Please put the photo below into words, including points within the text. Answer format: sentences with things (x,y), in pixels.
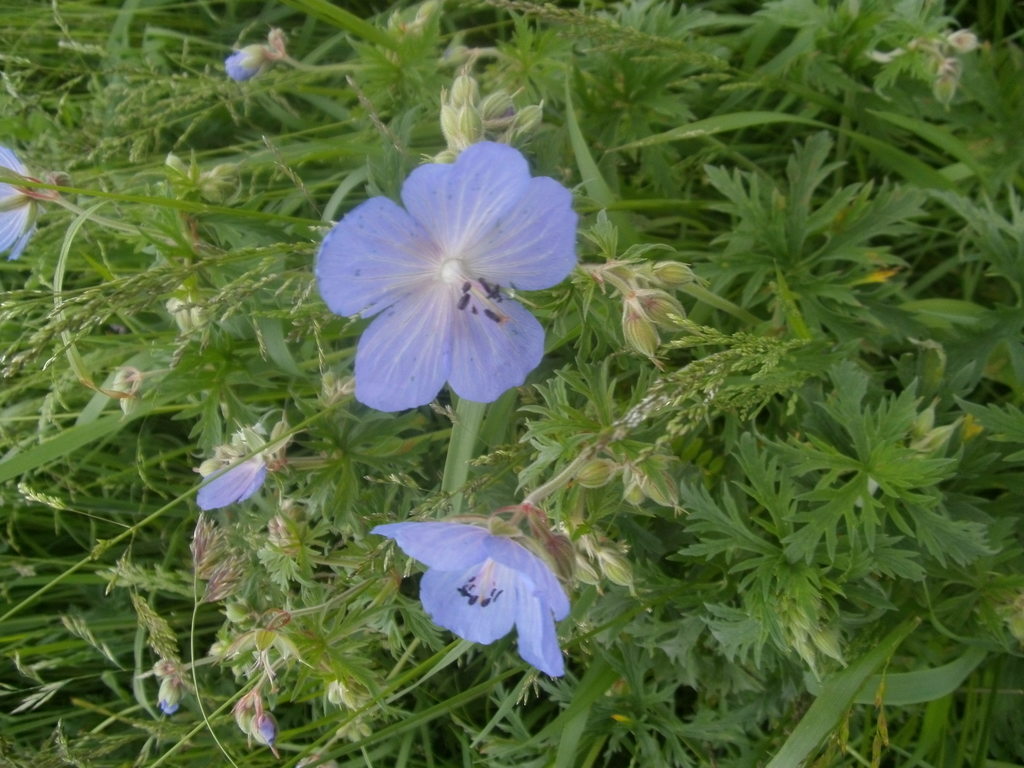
This image is a zoom in picture of a plant (546,332) as we can see there are some flowers (486,328) in middle of this image (401,375) which is in purple color.
